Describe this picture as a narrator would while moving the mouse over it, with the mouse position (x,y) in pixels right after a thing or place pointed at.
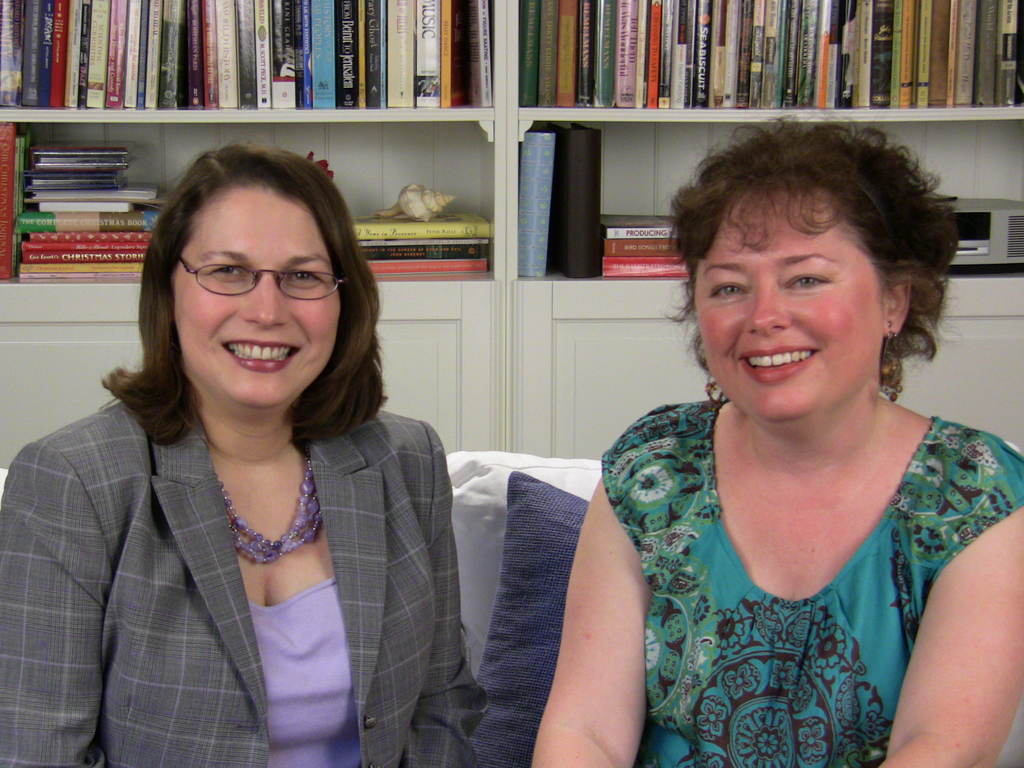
In this image we can see two women (442,625) sitting. We can also see the cushions (481,626). On the backside (971,316) we can see a group of books (423,246), a device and a shell (410,214) which are placed in the shelves (400,326).
